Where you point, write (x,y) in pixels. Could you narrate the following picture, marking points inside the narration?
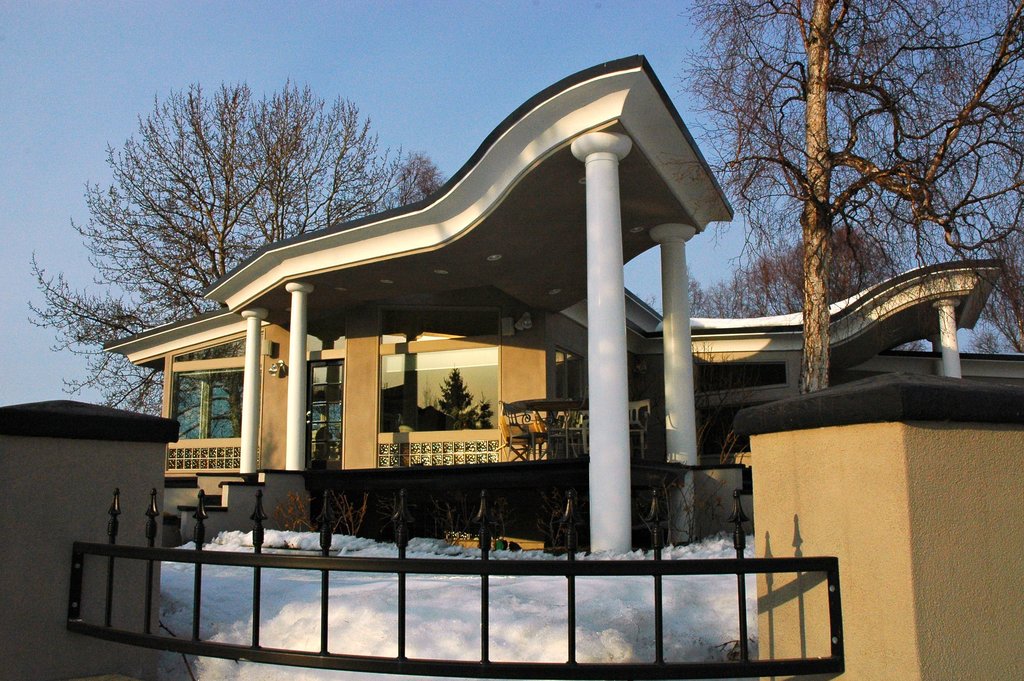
In the foreground (357,465), I can see a fence (399,569), pillars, snow (672,553), plants (446,524) and a building (859,336). In the background (231,158), I can see trees (265,188) and the sky (52,5). This picture might be taken in a day.
